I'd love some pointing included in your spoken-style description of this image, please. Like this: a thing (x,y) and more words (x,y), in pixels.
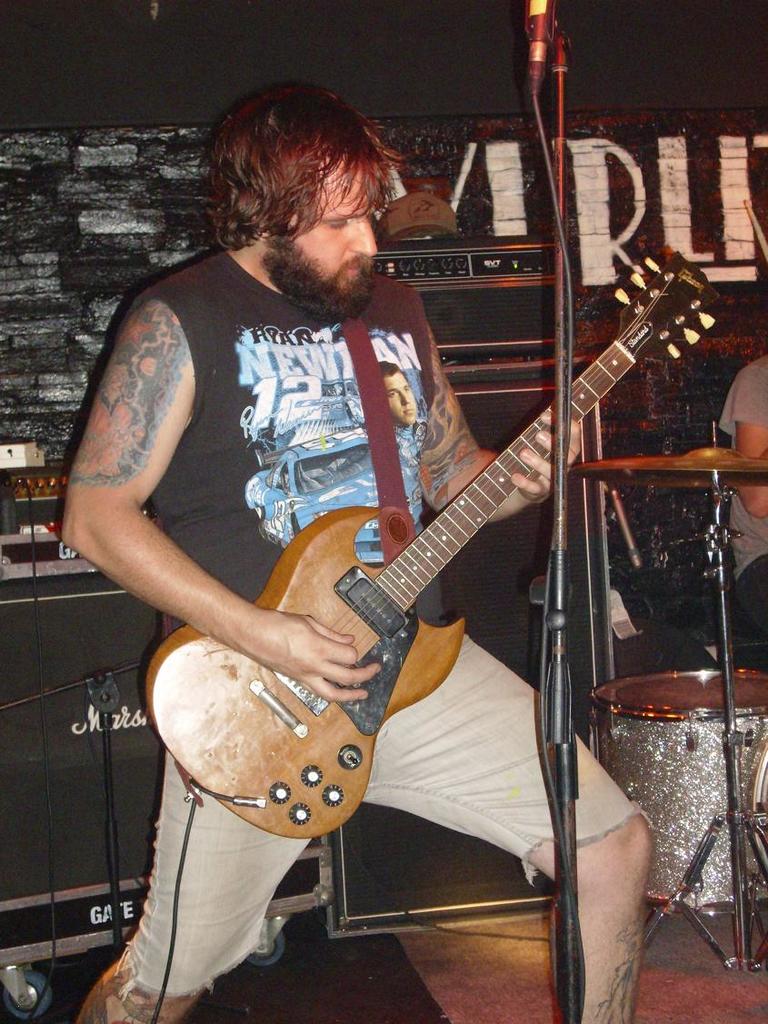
This picture is of inside. On the right (701,781) we can see a drum (715,771), a microphone (540,24) attached to the stand (561,604) and a person (751,494) sitting on the chair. In the center (287,350) there is a man (229,385) wearing black color t-shirt (214,395), playing guitar (608,374) and standing. In the background (747,139) we can see the musical instruments (477,327), a banner (643,185) and a wall (126,195).
